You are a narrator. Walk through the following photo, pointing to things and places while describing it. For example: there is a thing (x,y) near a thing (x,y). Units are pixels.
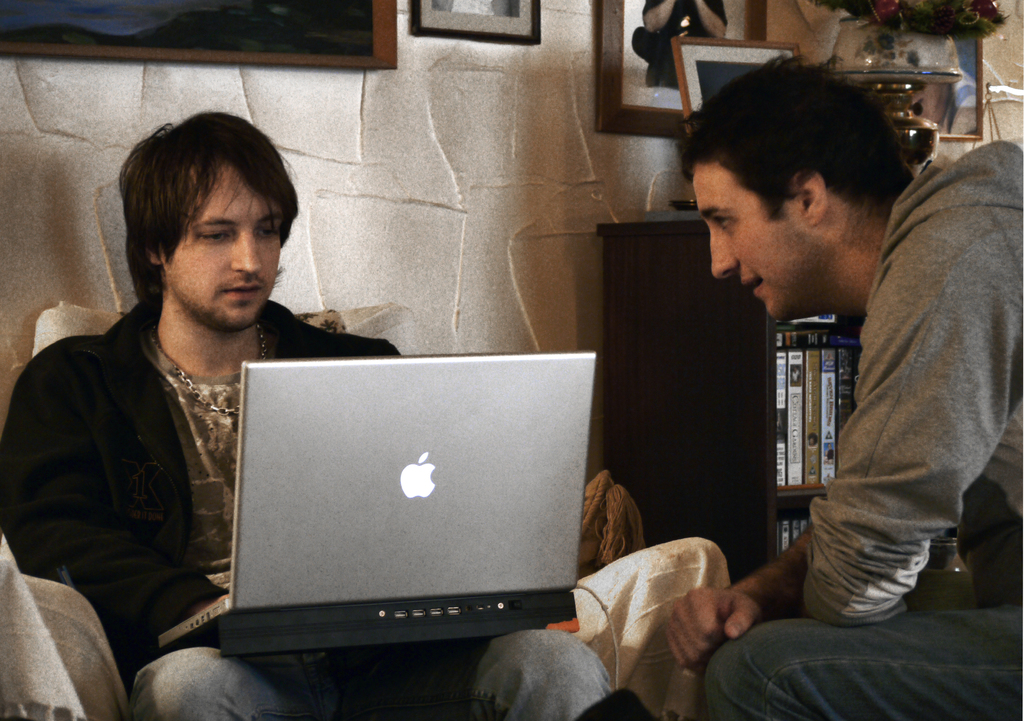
In this image there are two men (919,570) sitting, there is a laptop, there is a couch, there is a shelf (694,365), there are books (816,355) in the shelf (816,355), there are objects (737,78) on the shelf (707,360), there is a wall (553,171) behind the man (858,495), there are photo frames (319,42) towards the top of the image (502,39), there is an object (30,632) towards the left of the image (59,639).
